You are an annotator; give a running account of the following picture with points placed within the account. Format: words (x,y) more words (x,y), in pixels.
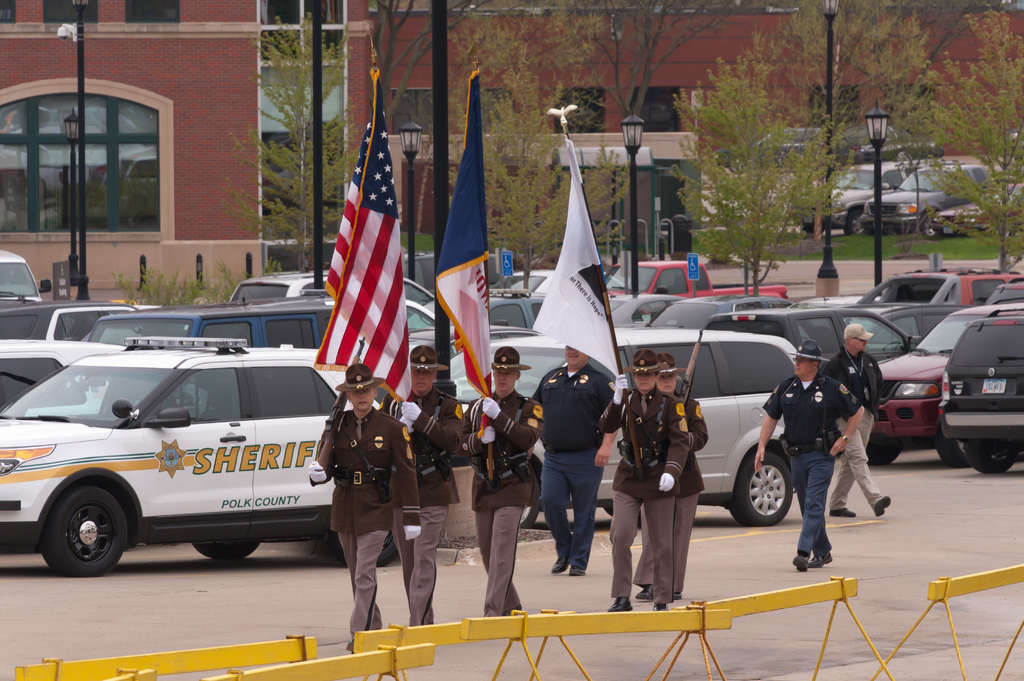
In this picture there are group of people (476,470) holding the flags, guns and walking on the road (306,561) and there are two persons (859,367) walking. At the back (971,358) there are vehicles (902,430) and there are buildings (198,154), trees (904,96) and poles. At the bottom (114,643) there is a road (887,566) and there is grass (851,248).
